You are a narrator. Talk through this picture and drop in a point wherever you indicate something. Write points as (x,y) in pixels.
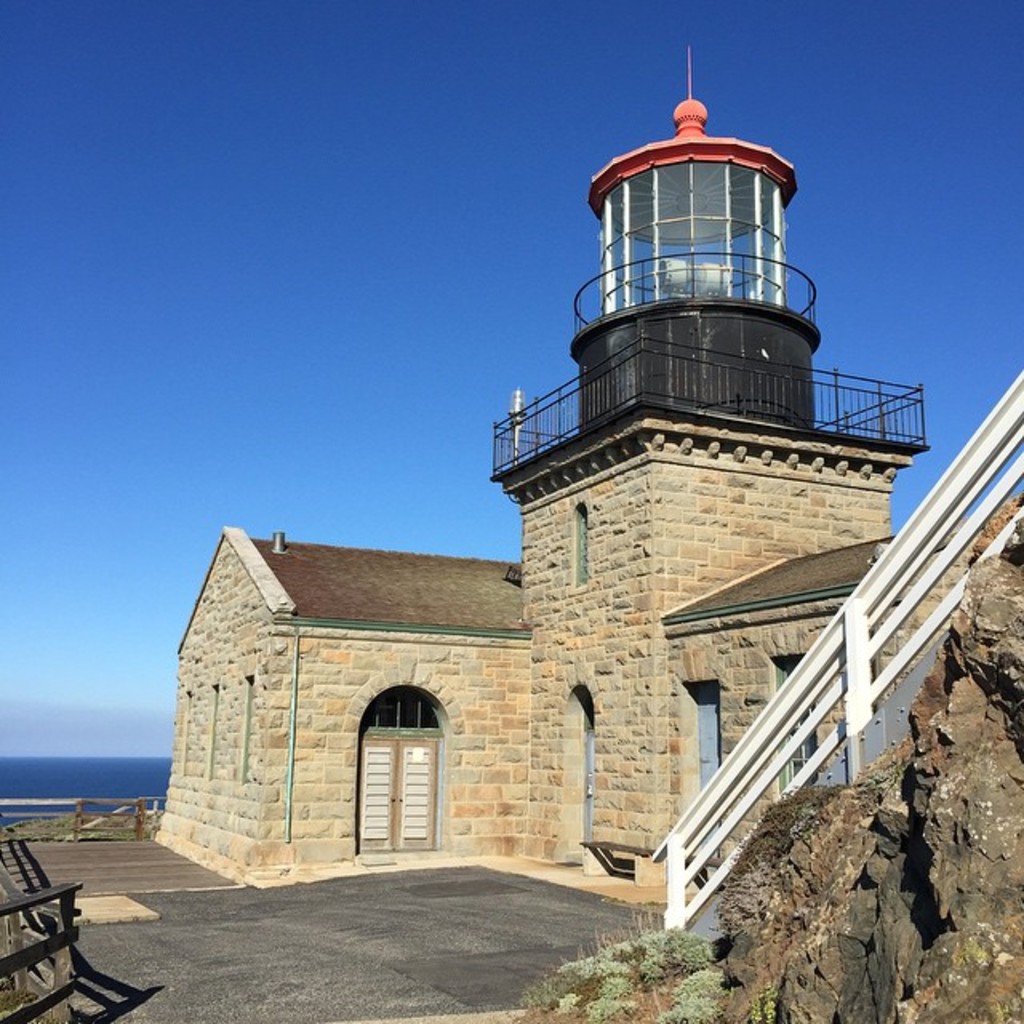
In this image we can see a building (390,704) with roof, windows (418,695) and a door (429,770). We can also see some stairs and plants (800,820). On the backside (197,556) we can see a water body (123,796) and the sky (100,600) which looks clear.
